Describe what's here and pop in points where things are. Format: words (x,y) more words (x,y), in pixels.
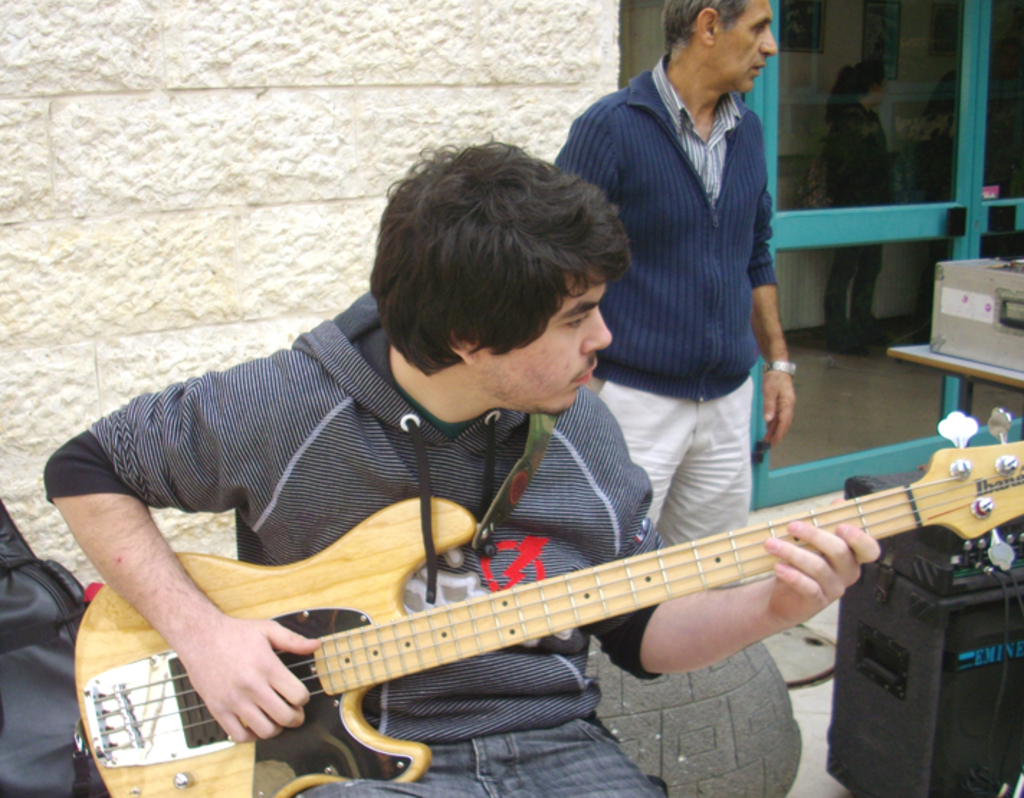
In this image I can see two men (655,381) among them one man (433,598) is sitting and playing a guitar (408,643) and other man (698,330) is standing. On the right side (985,617) I can see there is a speaker (951,644). Behind these people (607,183) we have a white color wall (200,175).
